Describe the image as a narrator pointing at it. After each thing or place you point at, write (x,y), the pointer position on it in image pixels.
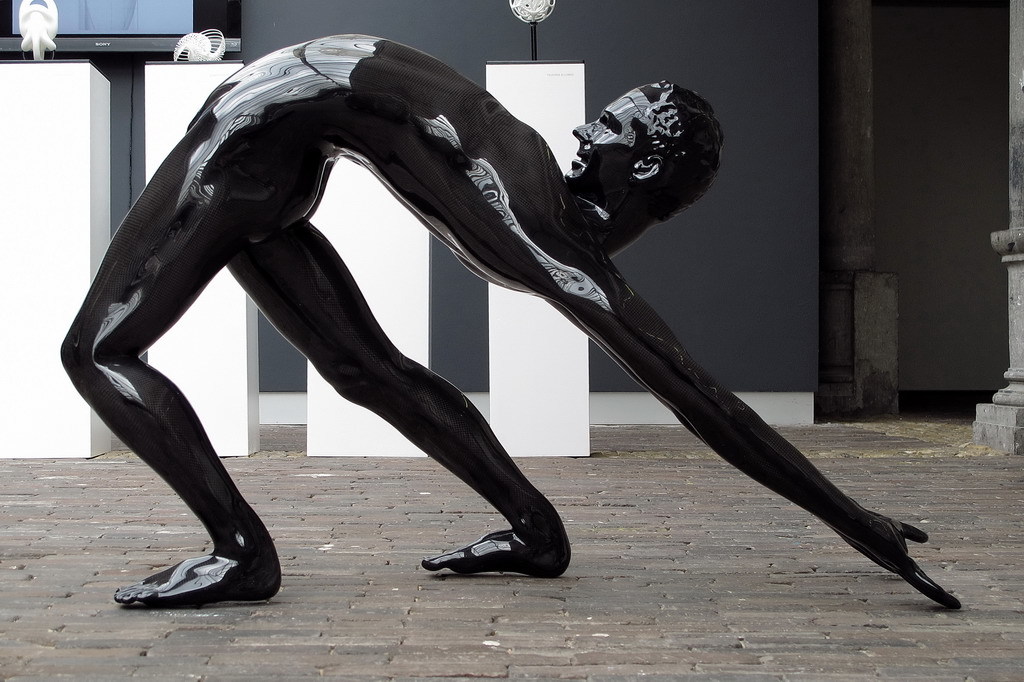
In the image we can see a statue (512,543). Behind the statue (314,48) there are some tables (211,61). Behind the tables (496,65) there's a wall (784,24), on the wall (758,42) there is a screen (80,30).
